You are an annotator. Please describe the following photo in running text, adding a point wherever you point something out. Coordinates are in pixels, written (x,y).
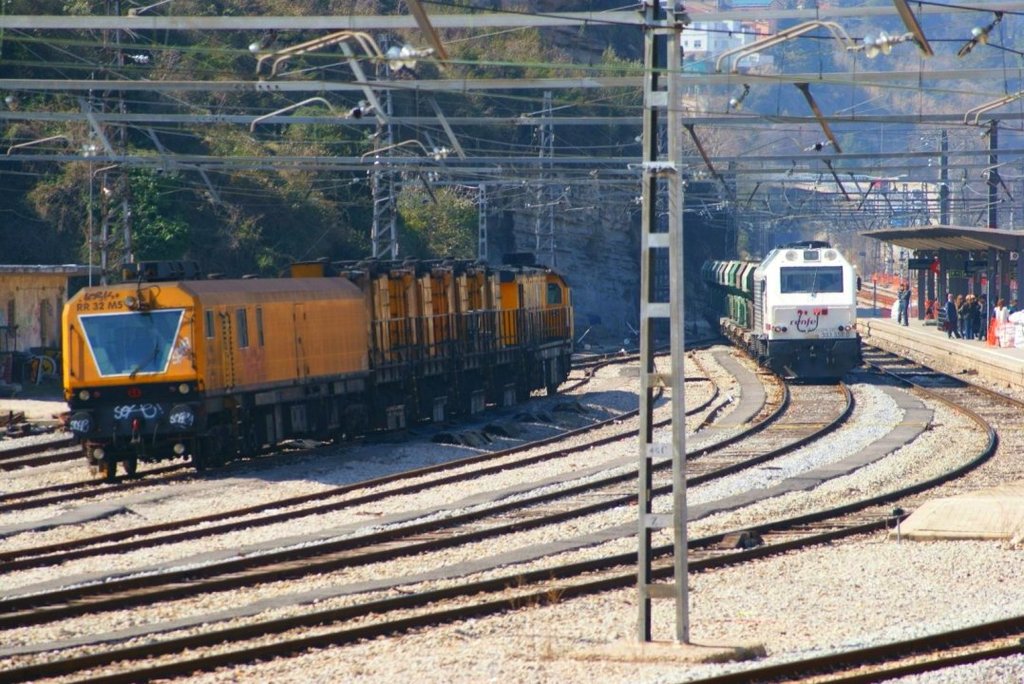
Trains (321,337) are on tracks (18,465). Here we can see rods (647,161), people (958,301), open-shed (947,294), buildings (694,34) and trees (65,131).
